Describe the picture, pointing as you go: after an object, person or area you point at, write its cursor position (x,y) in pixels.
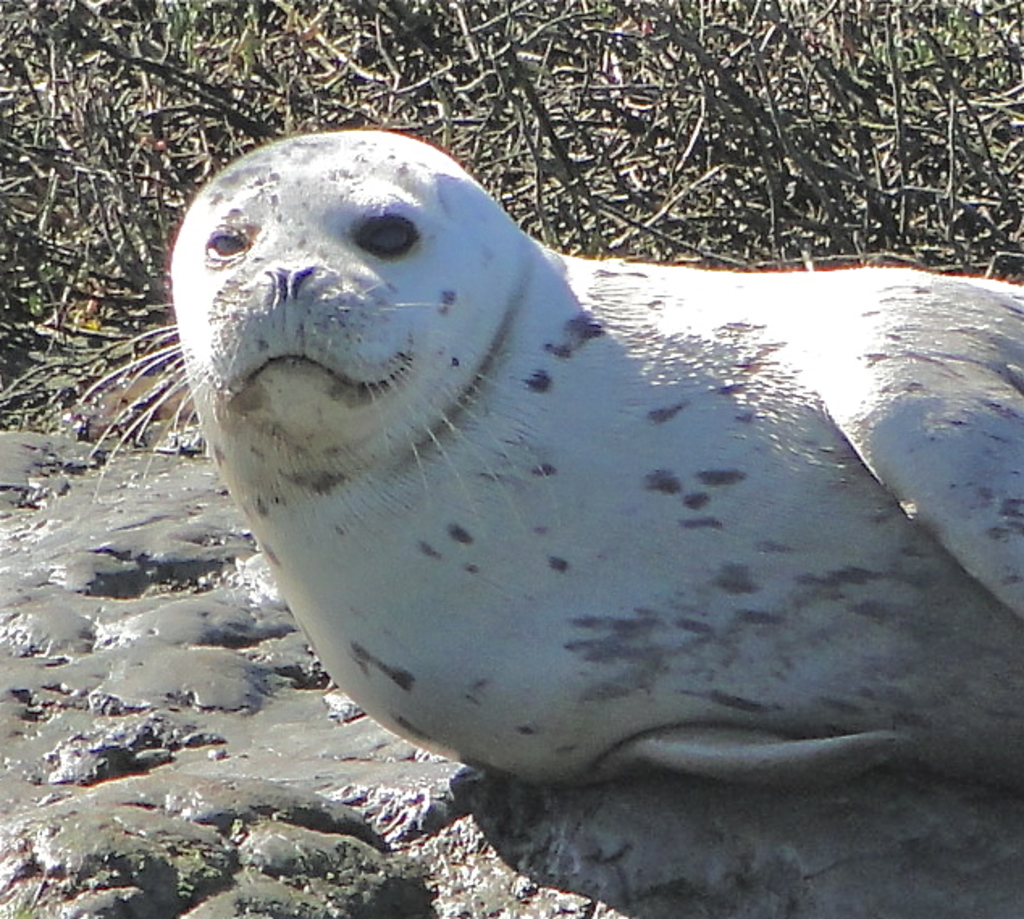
In the center of the image (478,430) there is a seal (599,518). At the bottom (210,746) we can see a rock (775,830). In the background (869,43) we can see twigs (512,79).
